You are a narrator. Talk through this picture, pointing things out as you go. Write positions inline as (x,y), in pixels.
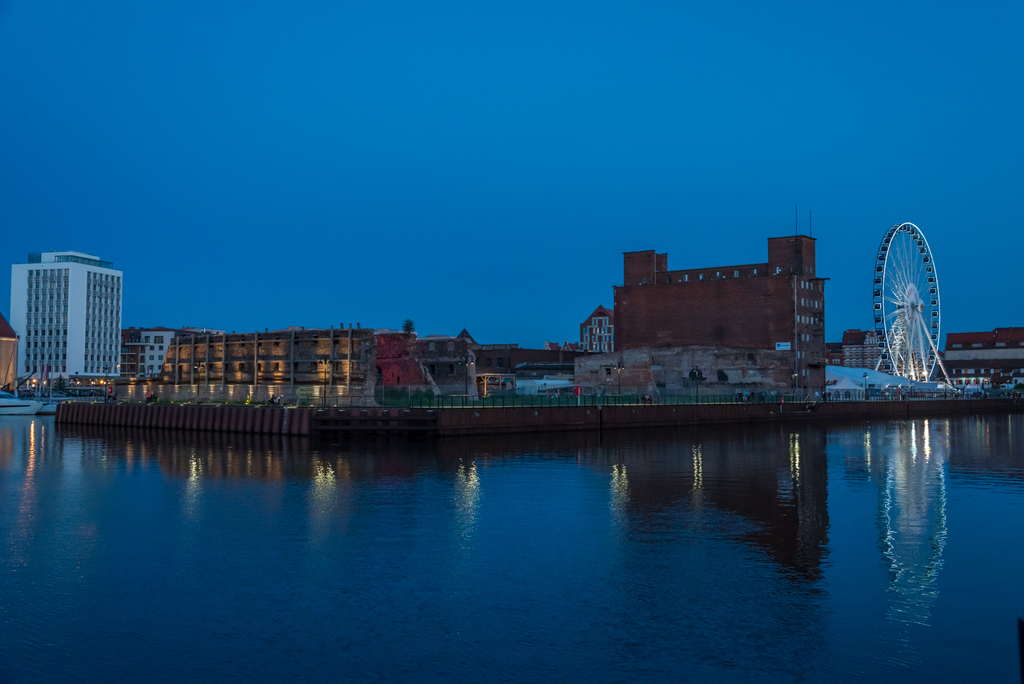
In this image, we can see water (11,535), there are some buildings (485,371), on the right side (911,357), we can see a giant wheel (890,360), at the top (780,76) we can see the blue sky (598,64).
